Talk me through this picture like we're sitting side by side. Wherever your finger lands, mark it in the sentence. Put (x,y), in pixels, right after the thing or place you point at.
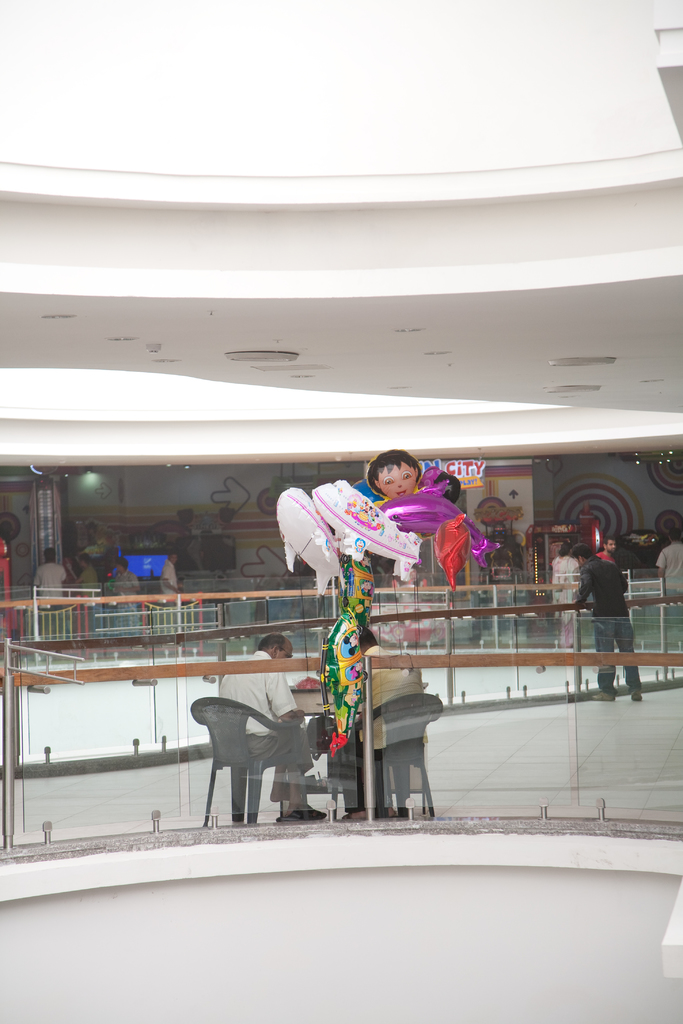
In this image in the center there are two persons (271,696) who are sitting on a chair (239,715). On the top (290,191) there is a ceiling (337,301) and some lights (596,359) are there and on the background (306,483) there are some stores (173,536) and some people (90,577) are standing on the right side (580,585) and left side (125,579).
